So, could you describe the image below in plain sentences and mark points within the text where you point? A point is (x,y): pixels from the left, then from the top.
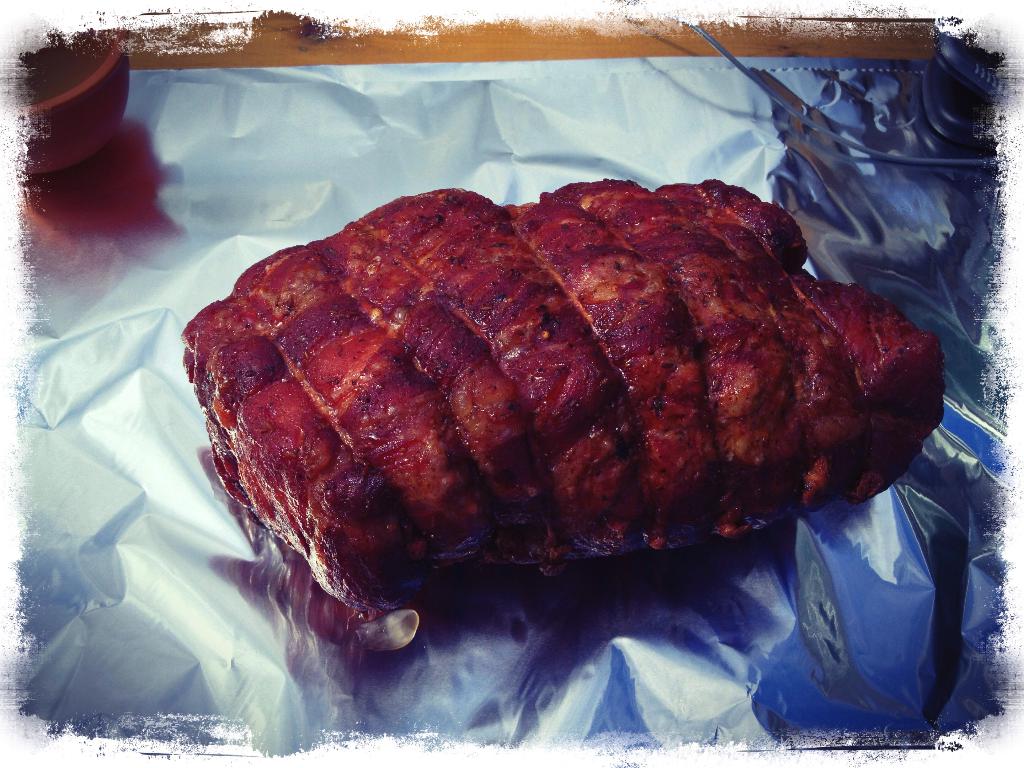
In this image we can see roasted meat (680,293) on the aluminium foil (791,136).
